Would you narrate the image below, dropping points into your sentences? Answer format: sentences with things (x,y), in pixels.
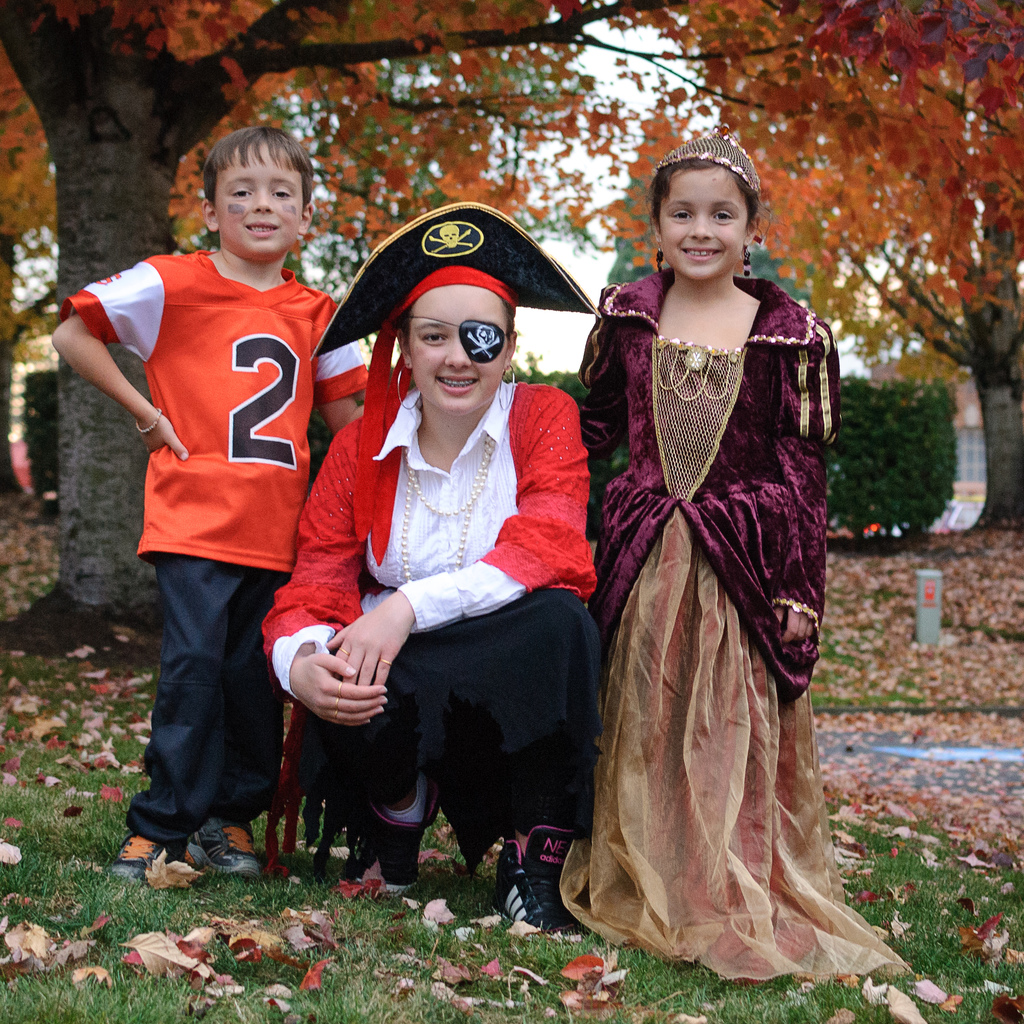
In this picture we can see dried leaves (20,723), three people (261,590) on the grass (880,891) and they are smiling and at the back of them we can see trees (210,237), plants (841,441), some objects (922,614) and in the background (638,38) we can see the sky (609,69).
